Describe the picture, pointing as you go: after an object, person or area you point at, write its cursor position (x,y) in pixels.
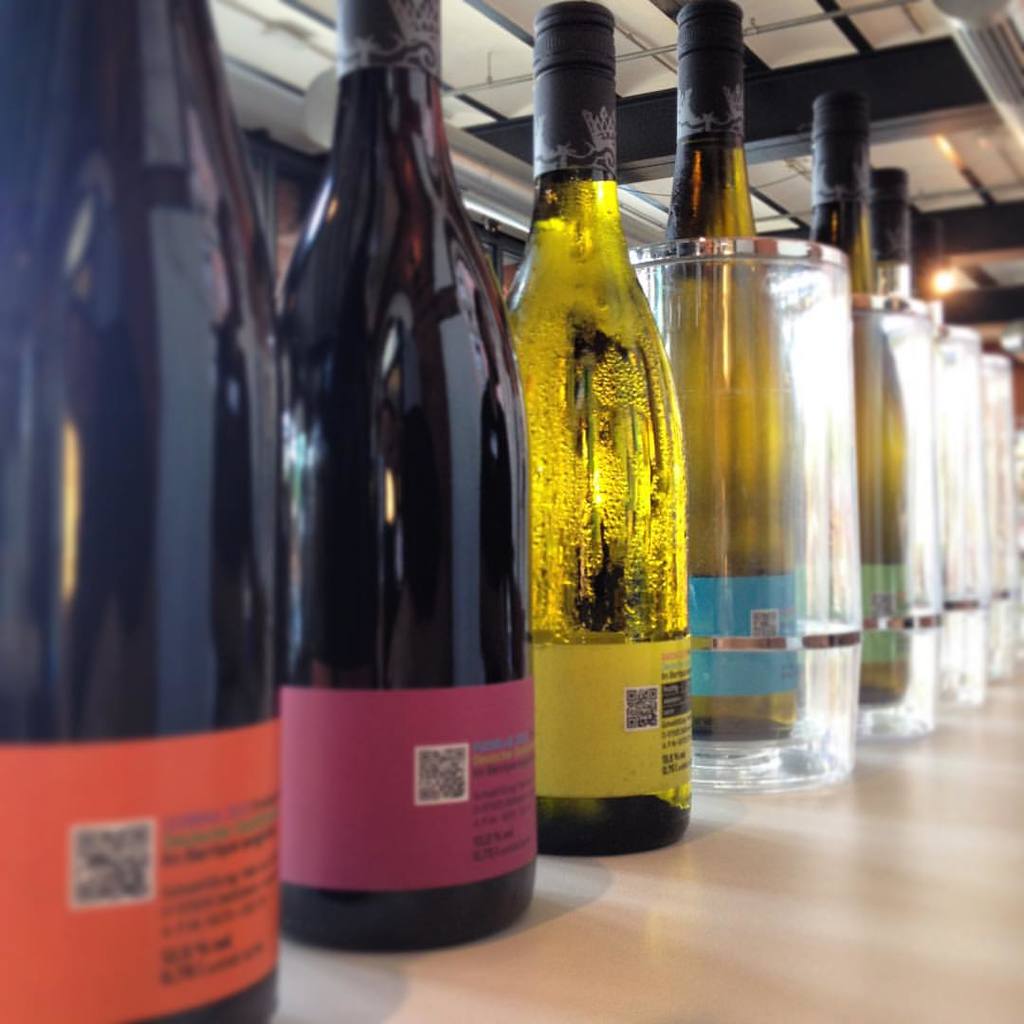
This image consists of many bottles of alcohol (494,582) are kept on a table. At the top (873,126), there is a roof (873,126).
